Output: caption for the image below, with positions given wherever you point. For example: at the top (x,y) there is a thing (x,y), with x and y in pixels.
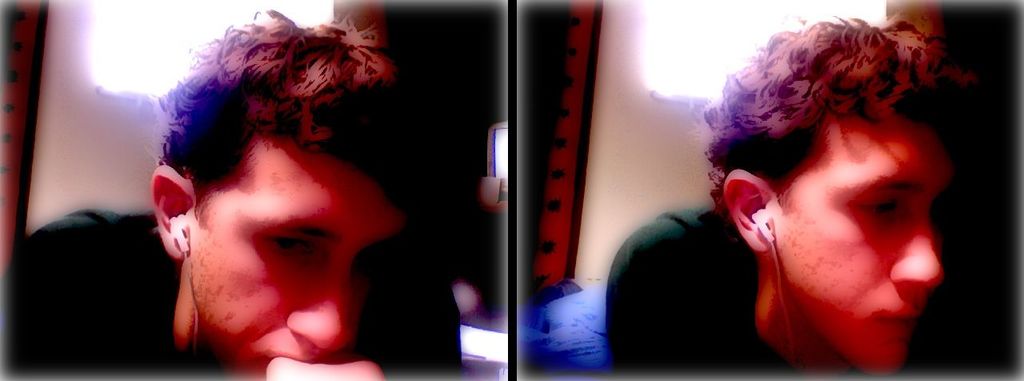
This is a collage of two images where we can see the person (301,223) on the left side of this image (294,231) and the same image is on the right side of this image (779,255).
